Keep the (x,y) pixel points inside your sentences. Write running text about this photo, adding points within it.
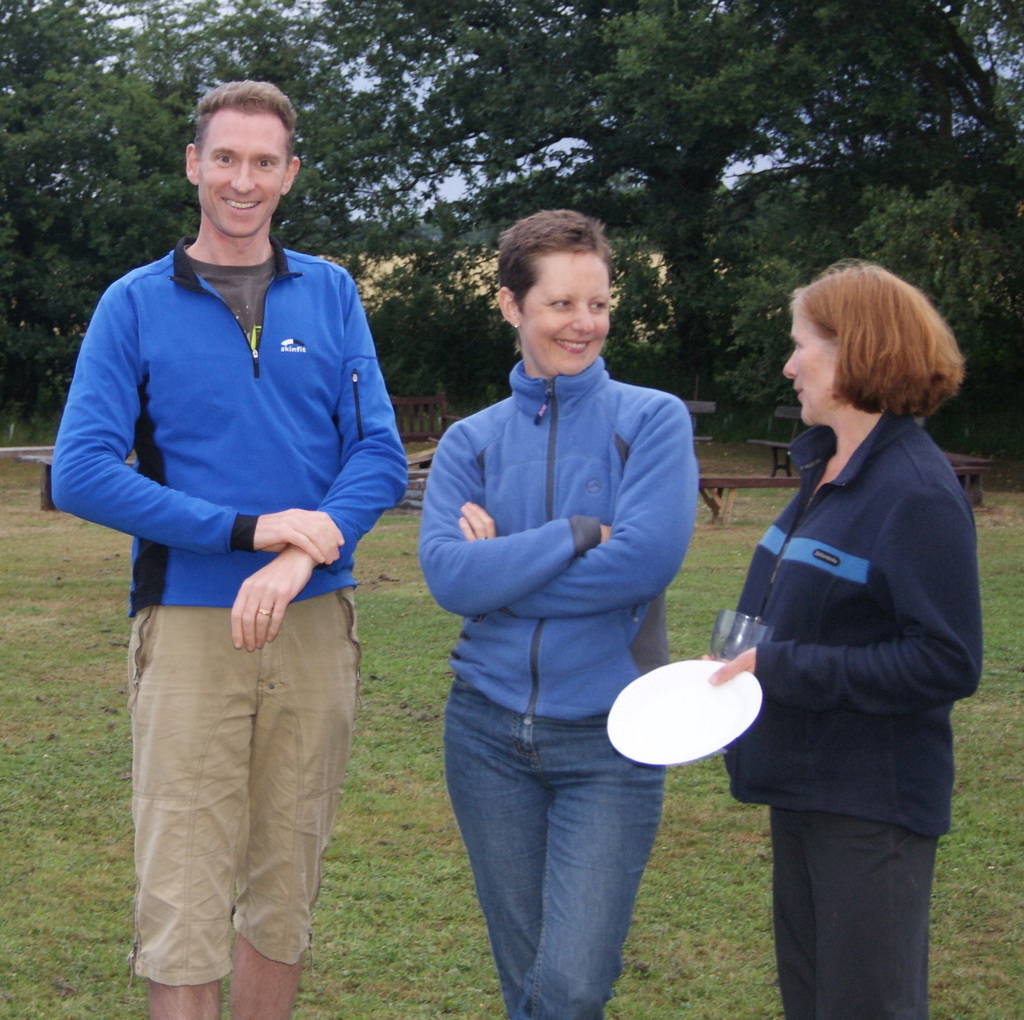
In this image we can see three people (488,674) standing on the ground (368,693). In that a woman (921,789) is holding a plate (747,716) and a glass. On the backside (728,567) we can see some grass (718,558), a bench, trees (732,312) and the sky (425,189).
